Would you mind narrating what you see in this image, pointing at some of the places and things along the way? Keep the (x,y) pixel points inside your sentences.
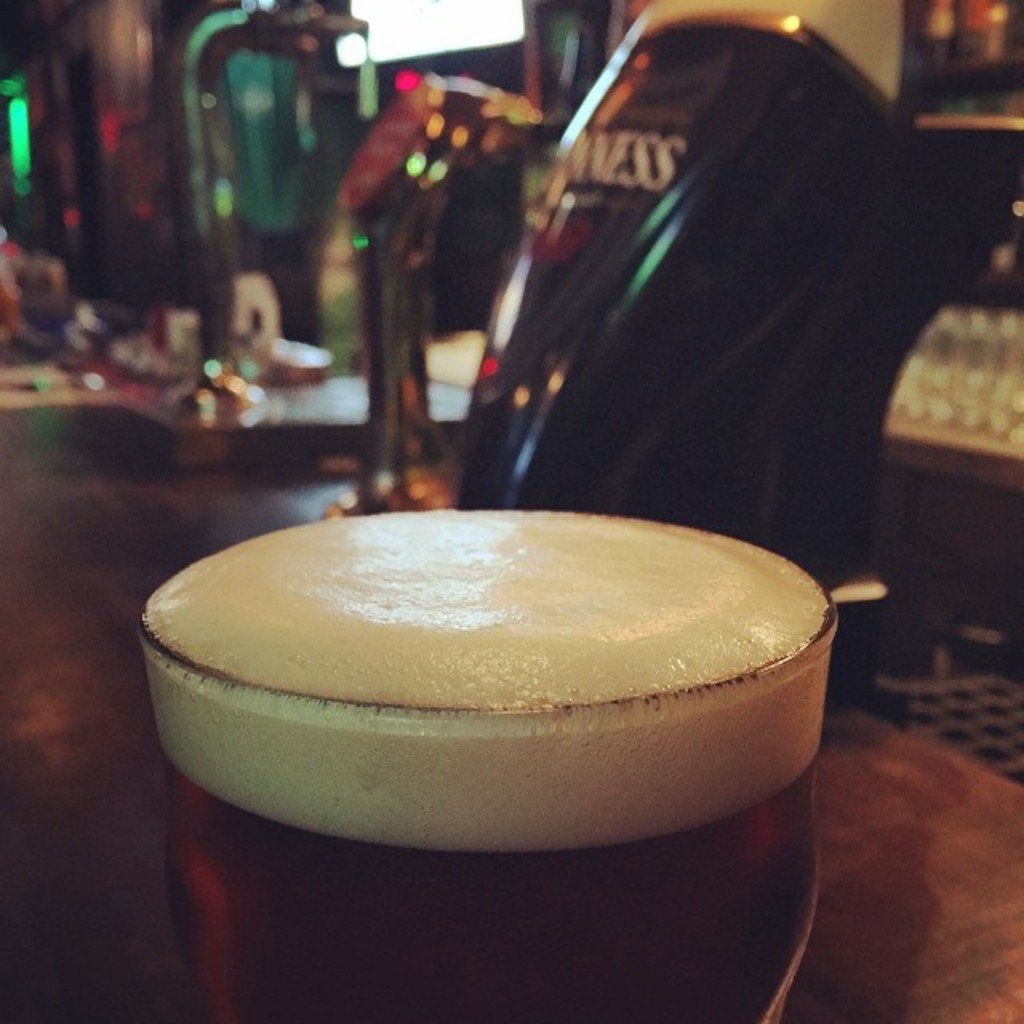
In this picture we can see a glass (365,934) of liquid (299,862) with foam (401,630) and the glass (333,610) is on the wooden surface (92,892). Behind the glass (290,594), there are some objects (998,345) and a blurred background (100,66).
